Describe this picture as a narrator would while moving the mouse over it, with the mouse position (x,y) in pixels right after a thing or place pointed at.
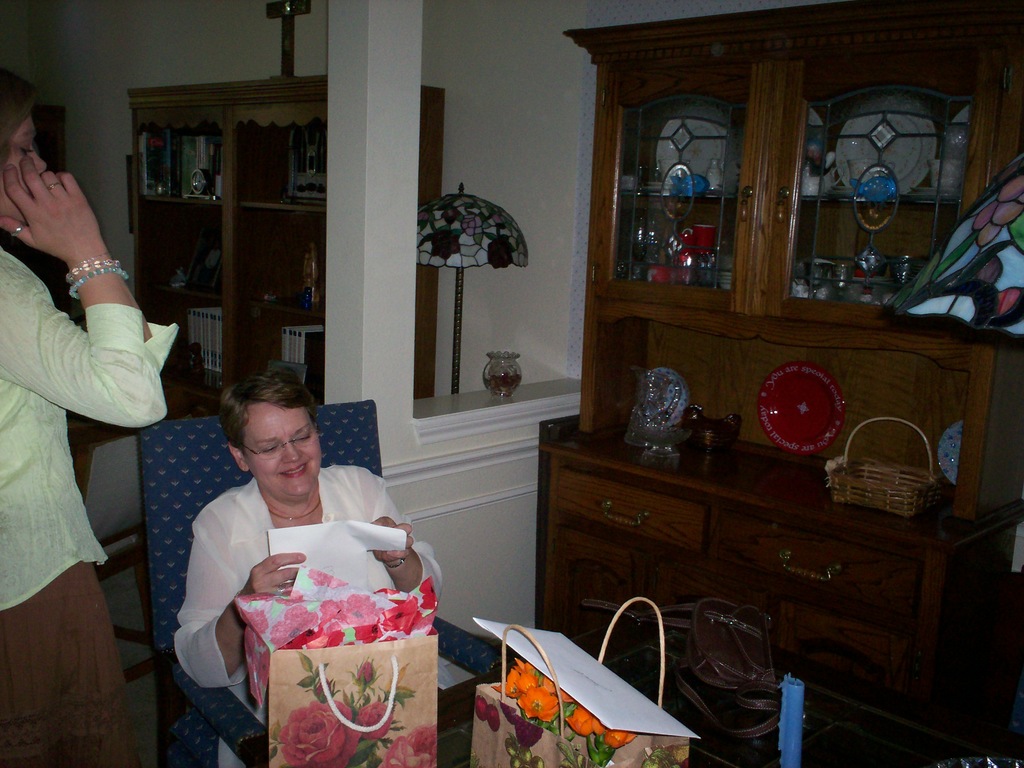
In this image we can see a woman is sitting, and smiling, in front (382,715) here are the bags (428,686), and flowers (544,708) in it, here a person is standing, there are some objects (768,400) in the cupboard (757,212), there is the wall (447,164).
